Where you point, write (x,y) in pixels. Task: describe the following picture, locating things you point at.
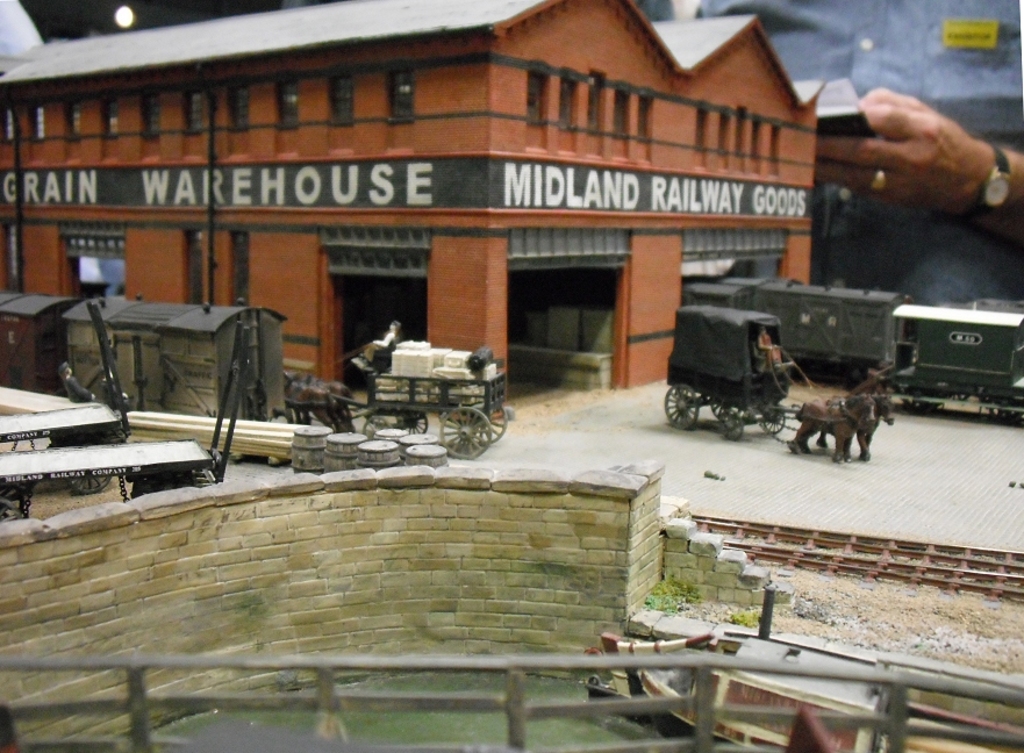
In this picture there is a sample of a project (222,293). We can observe a brown color warehouse (457,121). There is a train (866,339) on the track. We can observe two horses (830,414) and a chariot (741,375). There is a wall (323,564) which is in cream color. We can observe a person (875,80) on the right side (895,89) in front of the sample project (479,287).
